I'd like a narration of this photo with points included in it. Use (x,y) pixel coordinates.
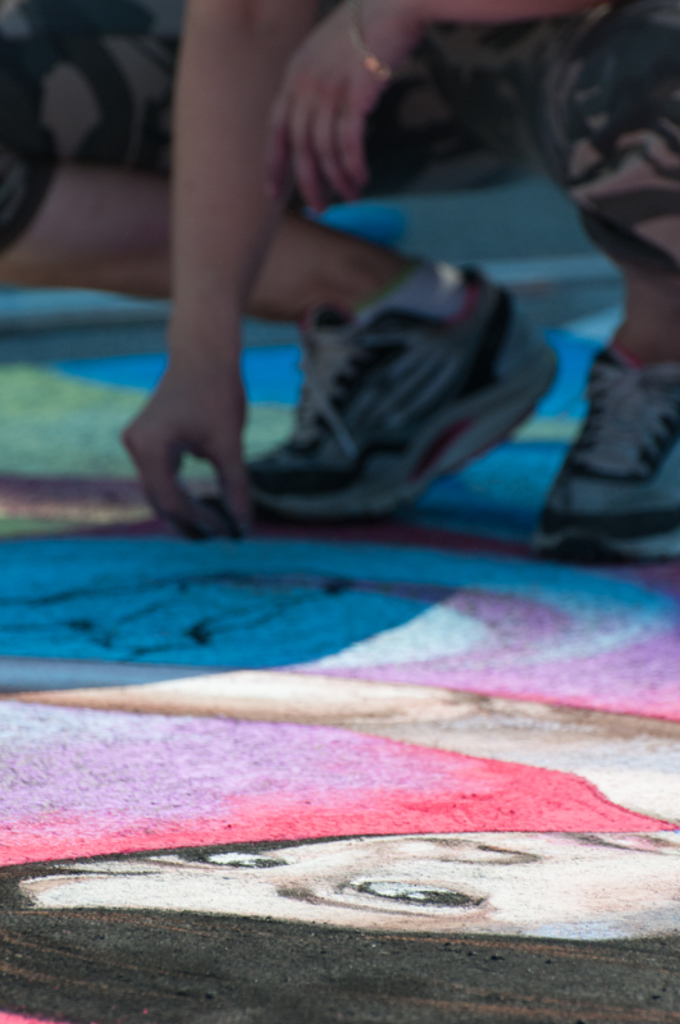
In this image on the floor (243,696) there is a painting (281,672) and in the center (336,424) there is a person (396,147).
